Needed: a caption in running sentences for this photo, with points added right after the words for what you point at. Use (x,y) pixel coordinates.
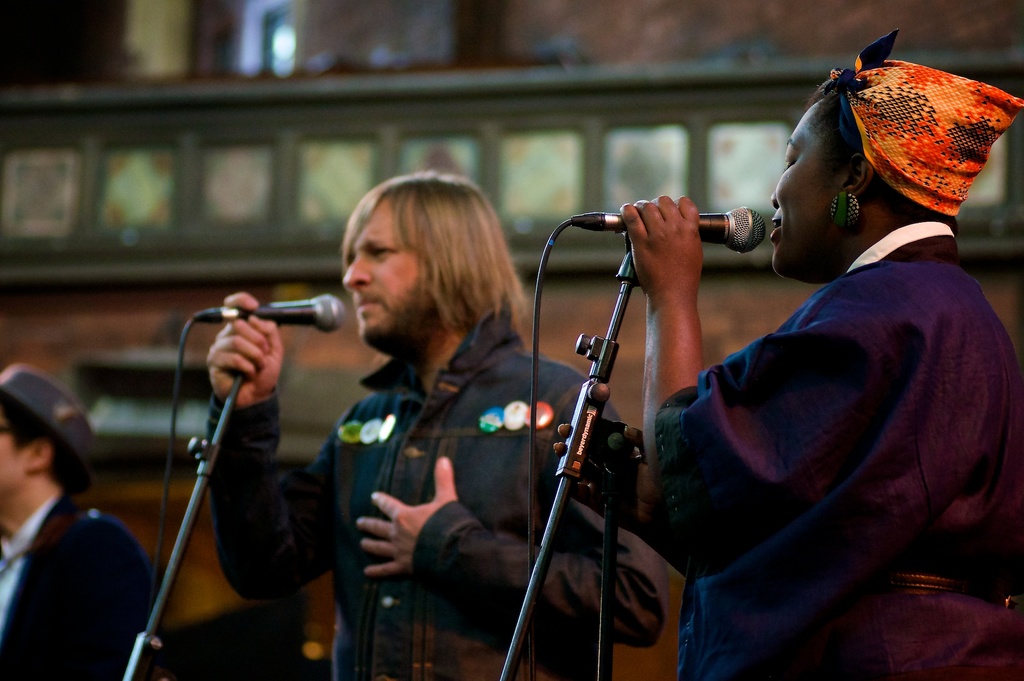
In this picture we can see a man (429,264) is standing and singing and holding a microphone (290,316) in his hand (273,358), and at beside a woman (770,336) is standing and singing, and here is a person (67,412) standing.
